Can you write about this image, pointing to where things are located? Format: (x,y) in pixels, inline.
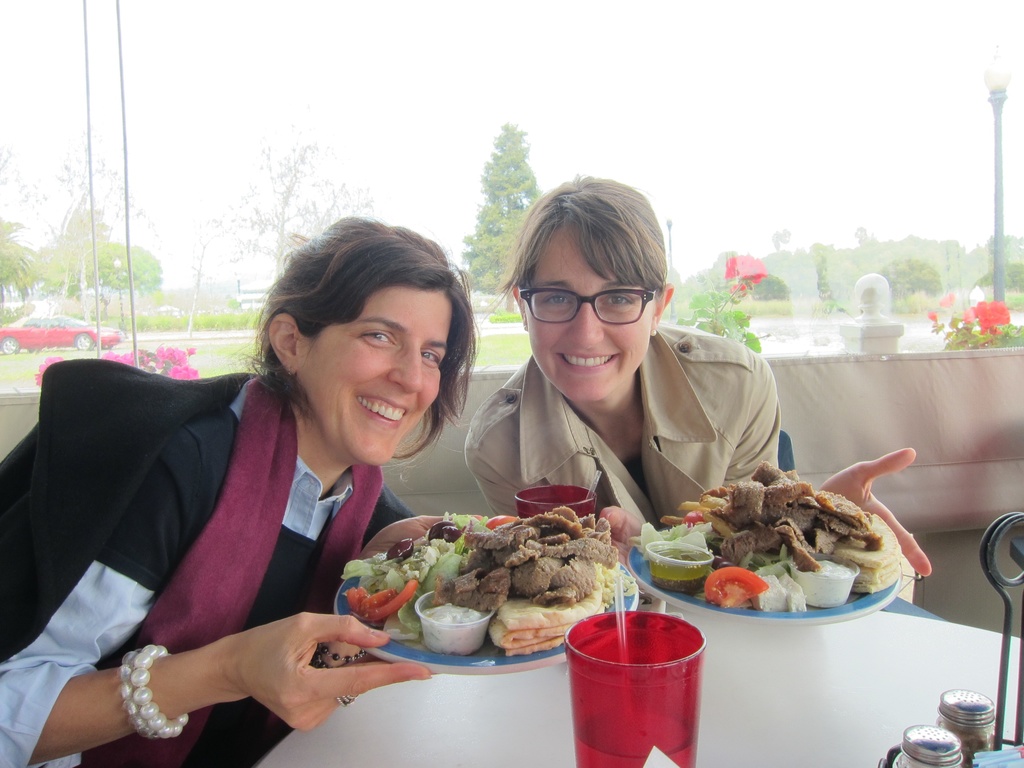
In this picture I can see couple of women (396,434) are sitting in the chairs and I can see they are holding plates (633,565) with some food (698,556) and I can see couple of glasses (600,706) and salt and pepper shakers (959,733) on the table (894,695) and from the glass (937,232) I can see trees (904,262), pole light (1000,284) and couple of poles (136,346) and I can see a car (95,327) and few plants (158,368) with flowers (119,356).
